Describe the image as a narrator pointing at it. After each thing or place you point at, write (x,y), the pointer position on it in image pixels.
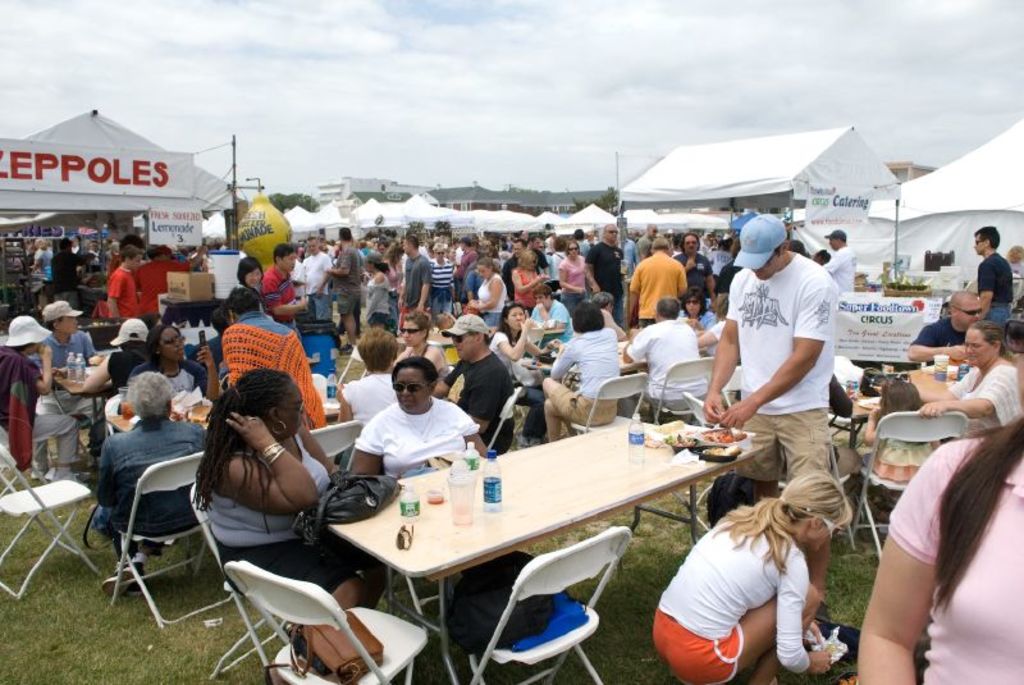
In this picture we can see a group of people (235,338) some are sitting and some are standing and in front of them there is table (477,518) and on table (417,524) we can see glass (469,478), bottle (487,482), dishes (710,440), bags (531,557) and in background (93,160) we can see tents (693,204), houses (545,196), sky (450,85) with clouds (504,79), pole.
